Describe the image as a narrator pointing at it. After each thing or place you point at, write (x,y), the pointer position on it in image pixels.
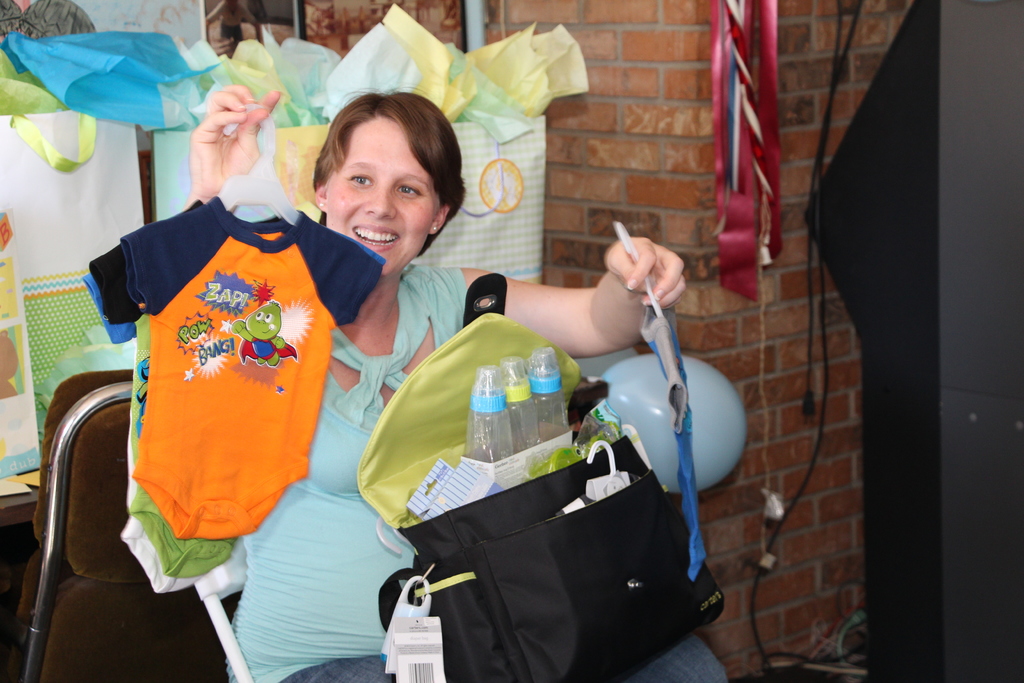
In this image I see a woman (271,659) who is sitting and she is holding clothes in her hands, I can also see there is a bag (405,470) on her. In the background (743,577) I see the bags (25,438) and the wall (682,224).
